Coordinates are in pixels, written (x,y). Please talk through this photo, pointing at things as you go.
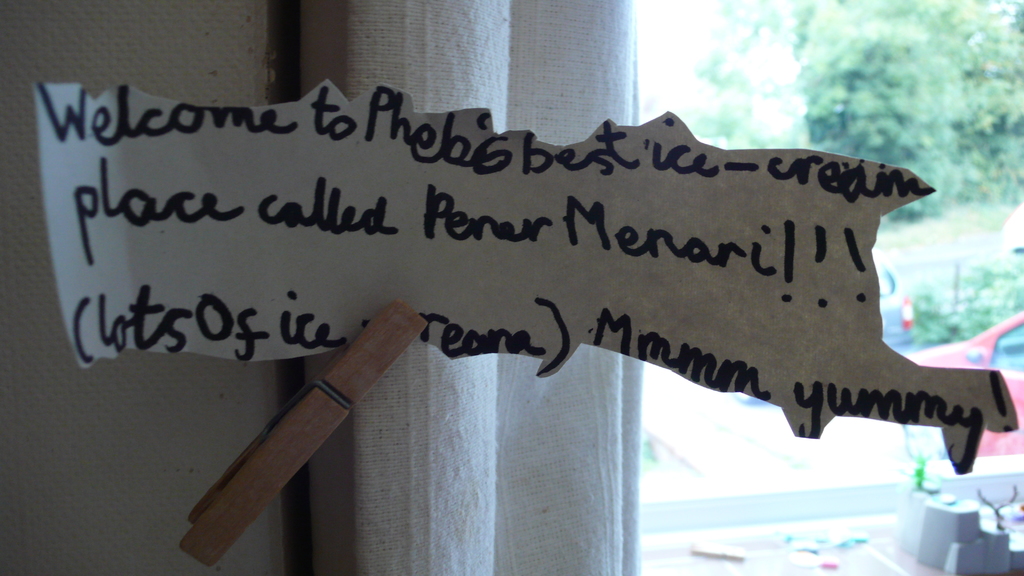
In this image we can see a paper (633,289) with some text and it is attached to the curtain (376,393) with a cloth clip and we can see a wall (121,543). Through the glass (991,156) we can see two vehicles (913,354), trees (870,48) and the image is blurred.
